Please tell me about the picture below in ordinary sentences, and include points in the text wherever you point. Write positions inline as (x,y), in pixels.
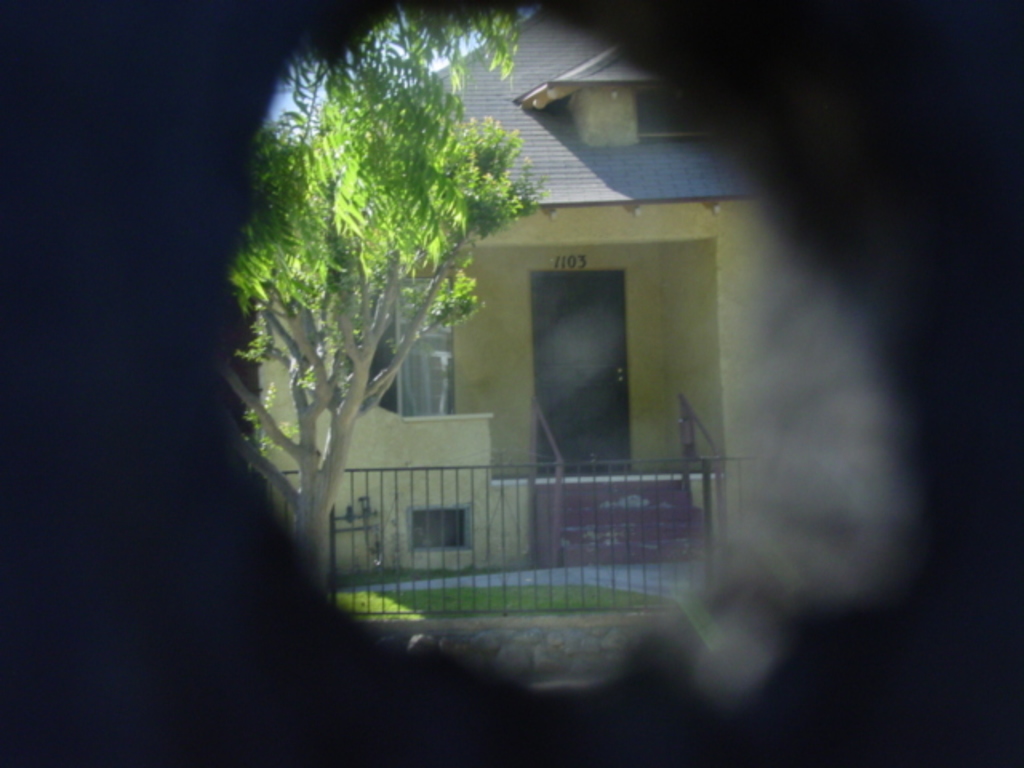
In this image there is a building (609,415) in middle of this image (507,283) and there is a tree (311,336) at left side of this image (249,308) and there is a fencing gate (525,527) at bottom of this image (574,571).
